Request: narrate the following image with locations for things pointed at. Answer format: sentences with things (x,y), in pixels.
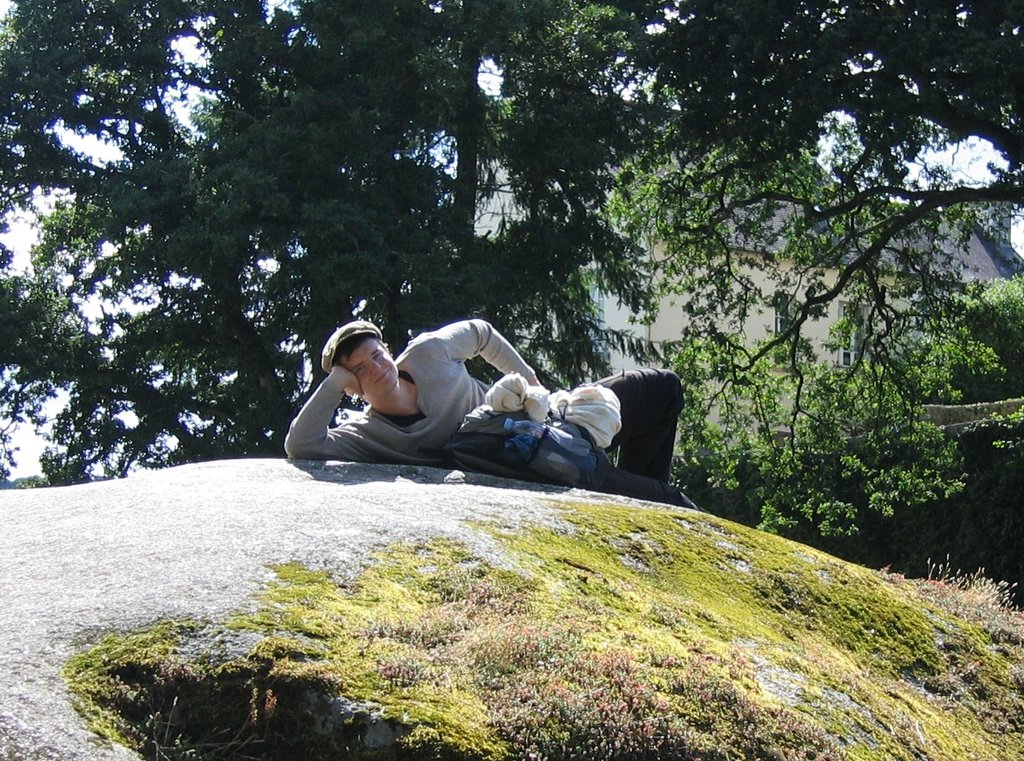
In the center of the image (429,384) we can see a man (378,418) lying on the rock (411,475). In the background (284,331) there are trees (446,277), buildings (1004,245) and sky (112,153).
